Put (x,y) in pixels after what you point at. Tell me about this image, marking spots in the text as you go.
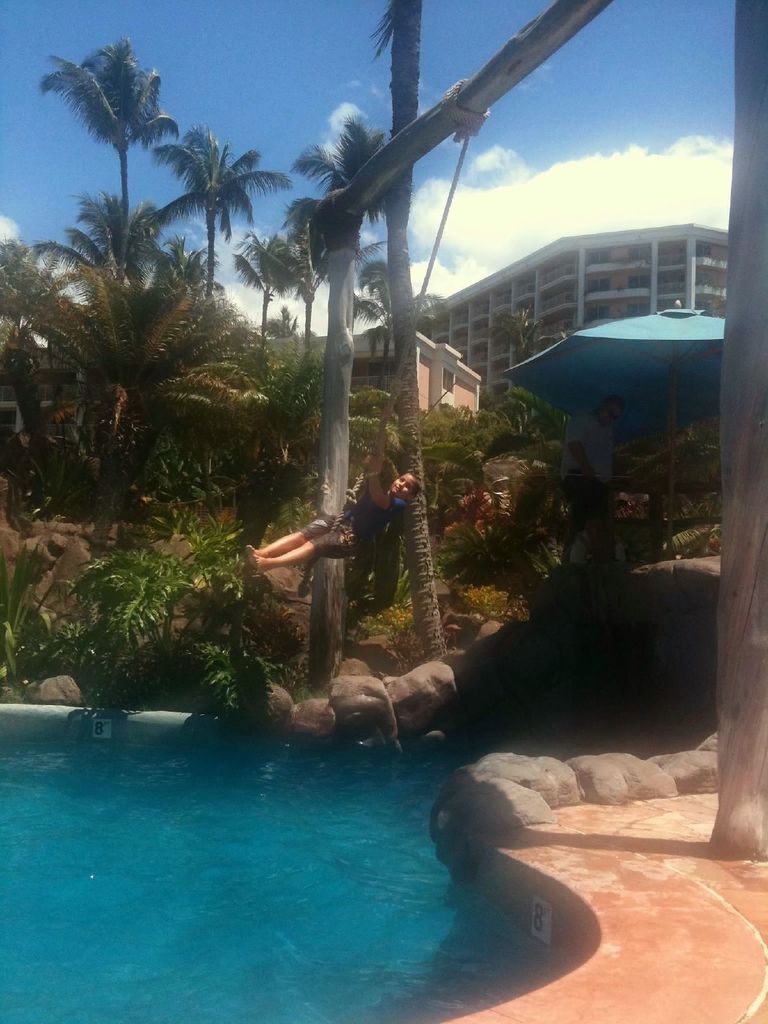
In this image we can see a swimming pool (315,841), there is a person (359,521) hanging with the help of a rope (425,288), which is tied to the poles (494,103), across the pool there are some trees (426,621), rocks (447,680), plants (211,542), there are buildings (498,344), and an umbrella (592,410), also we can see the sky (370,229).
